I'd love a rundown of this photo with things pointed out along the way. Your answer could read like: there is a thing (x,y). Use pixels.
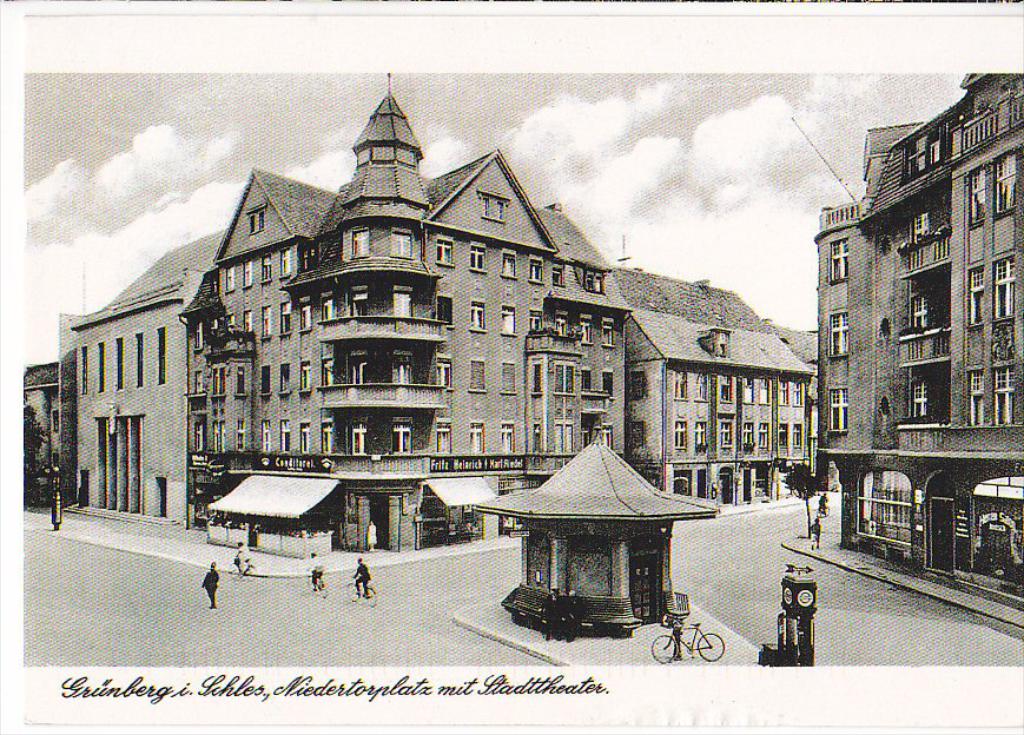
There are buildings (418,360) with windows (508,369), balcony (387,306), doors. Also there are roads (291,594). Some people (320,571) are there on the roads (831,609). And there is a clock (801,606). There are cycles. Some people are riding cycles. In the background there is sky (664,192). There is a watermark (237,688) on the image.
